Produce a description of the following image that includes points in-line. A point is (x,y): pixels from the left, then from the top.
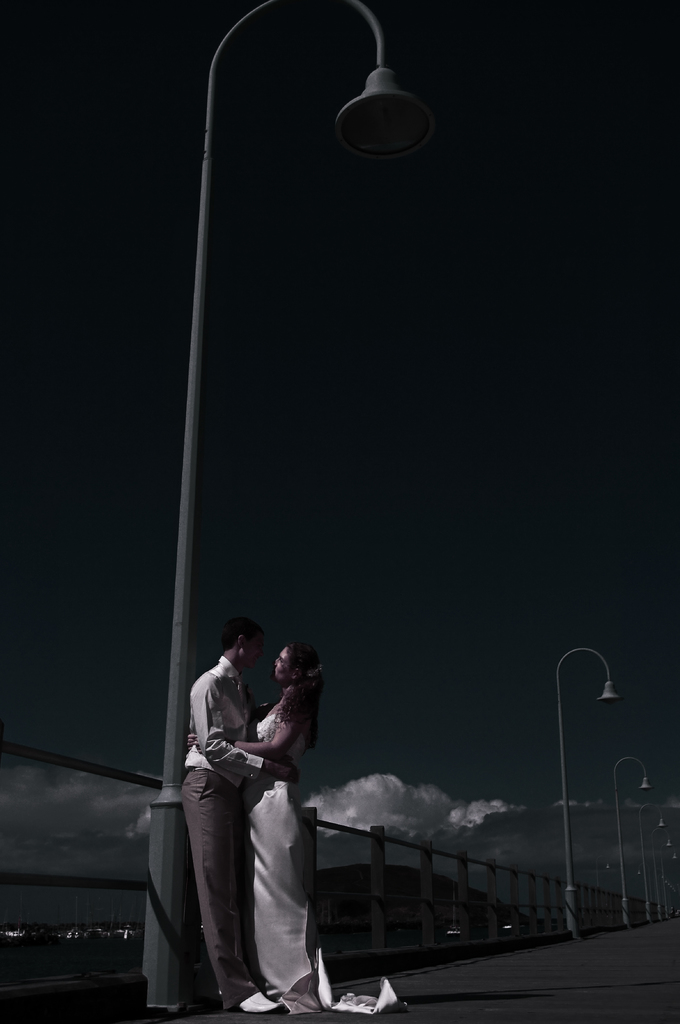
In this image in the middle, there is a man (218,767), he wears a shirt (205,714), trouser (229,920), shoes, he is holding a woman (270,754), she wears a dress (281,903) and there is a pole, street light (379,145). At the bottom (568,971) there is road (589,989). In the background (539,879) there are street lights (563,789), poles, fence (375,877), water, hills (388,882), sky (458,552) and clouds (402,810).
